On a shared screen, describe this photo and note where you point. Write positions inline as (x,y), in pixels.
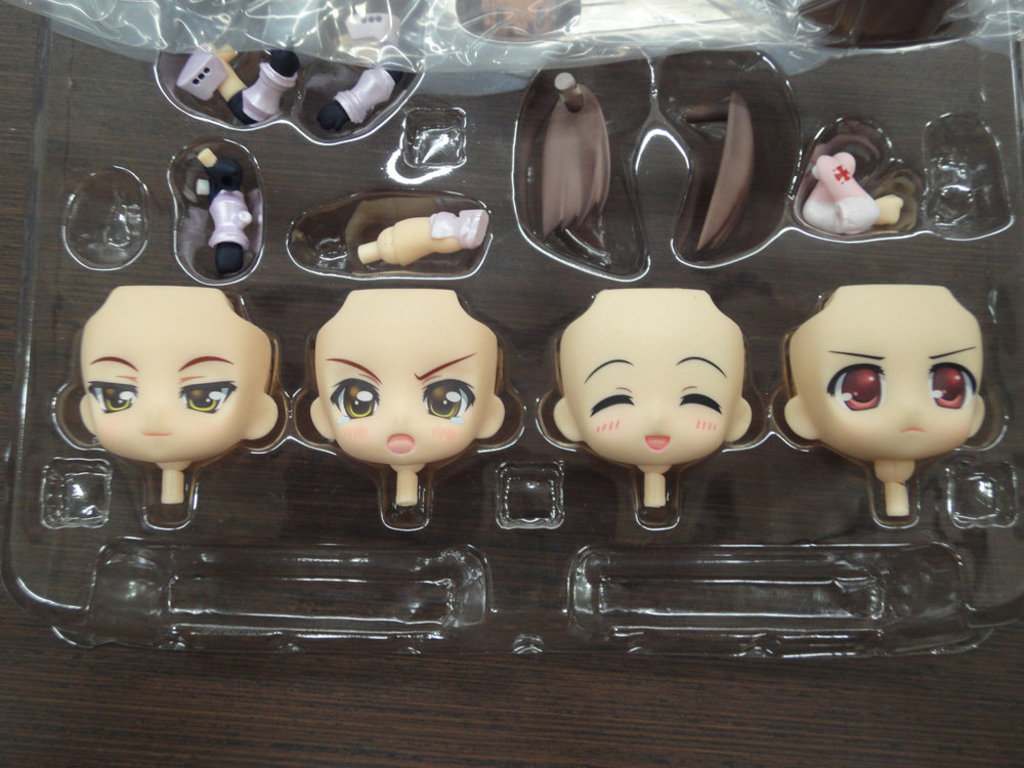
In this picture there are parts (365,305) of the toys (231,376) in the box (974,261). At the bottom (768,733) it might be a table (731,704).
